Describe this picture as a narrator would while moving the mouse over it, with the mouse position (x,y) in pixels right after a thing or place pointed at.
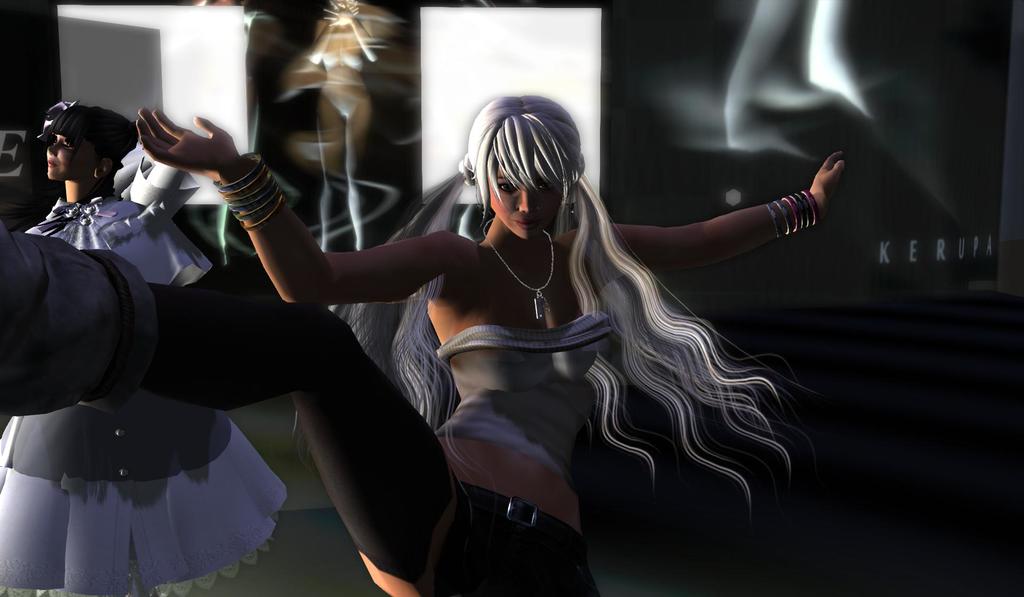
It is a graphical image. In the center of the image (558,389) we can see two persons (290,292). In the background (460,150), we can see some objects (598,176).
